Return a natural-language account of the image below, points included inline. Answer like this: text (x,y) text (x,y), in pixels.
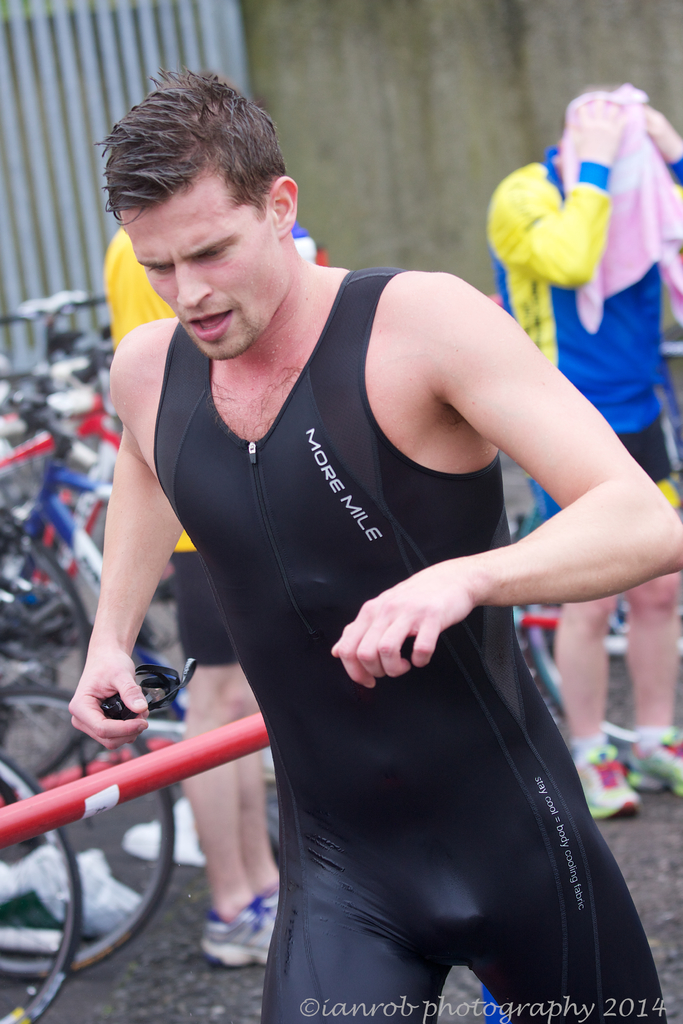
In this image I see a man (113,646) who is wearing a black dress (293,929). In the background (215,928) I see few cycles (76,296) and 2 men (663,736) standing.
